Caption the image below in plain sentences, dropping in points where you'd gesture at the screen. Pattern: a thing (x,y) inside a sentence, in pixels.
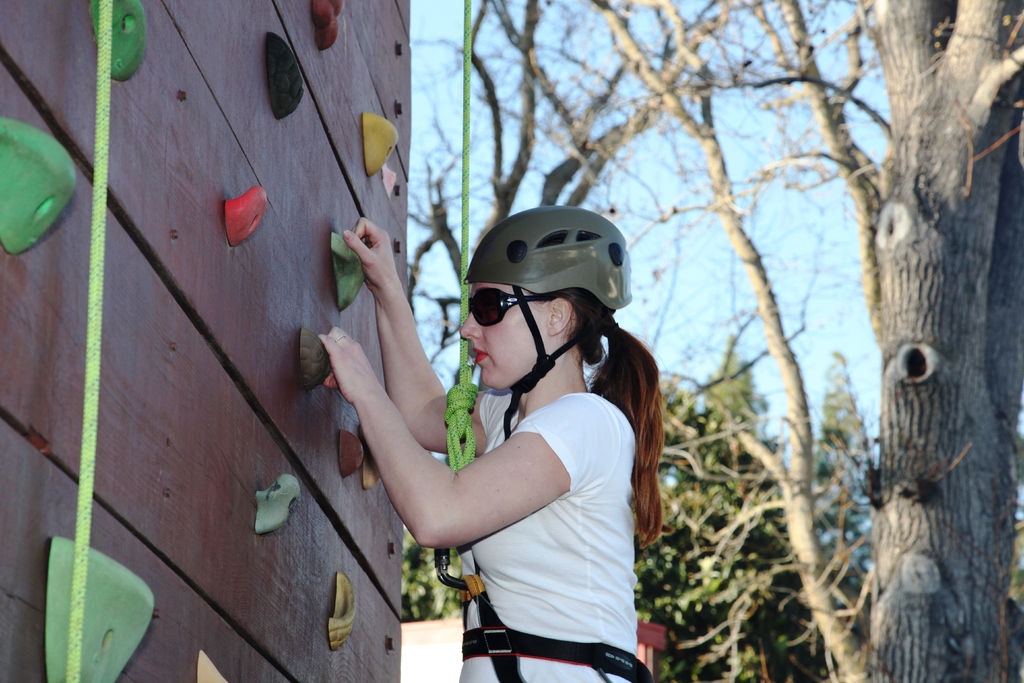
In the image we can see there is a woman (565,294) standing on the wooden board (401,579). She is wearing helmet (560,239) and sunglasses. There is a rope (480,591) tied around her waist (521,629) and behind there are trees (737,209). Background of the image (733,582) is little blurred.
